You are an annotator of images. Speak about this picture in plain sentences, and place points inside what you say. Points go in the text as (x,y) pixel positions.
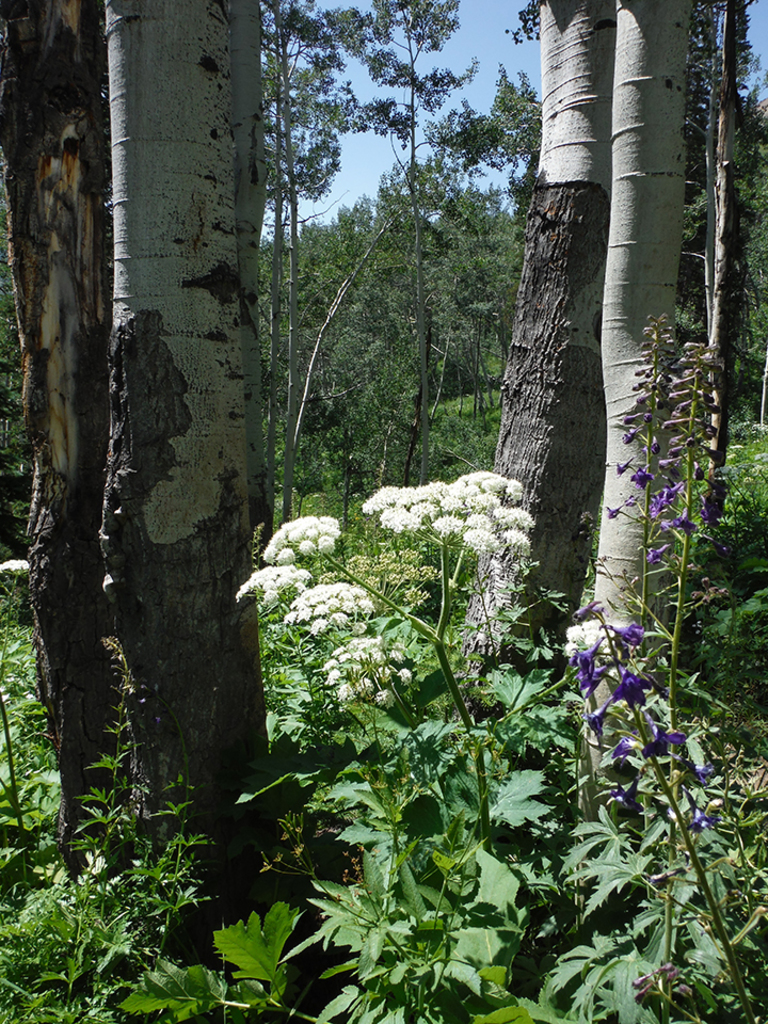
In this picture we can see plants (373,958) with flowers (415,514), trees (349,243) and in the background (429,66) we can see the sky (482,90).
